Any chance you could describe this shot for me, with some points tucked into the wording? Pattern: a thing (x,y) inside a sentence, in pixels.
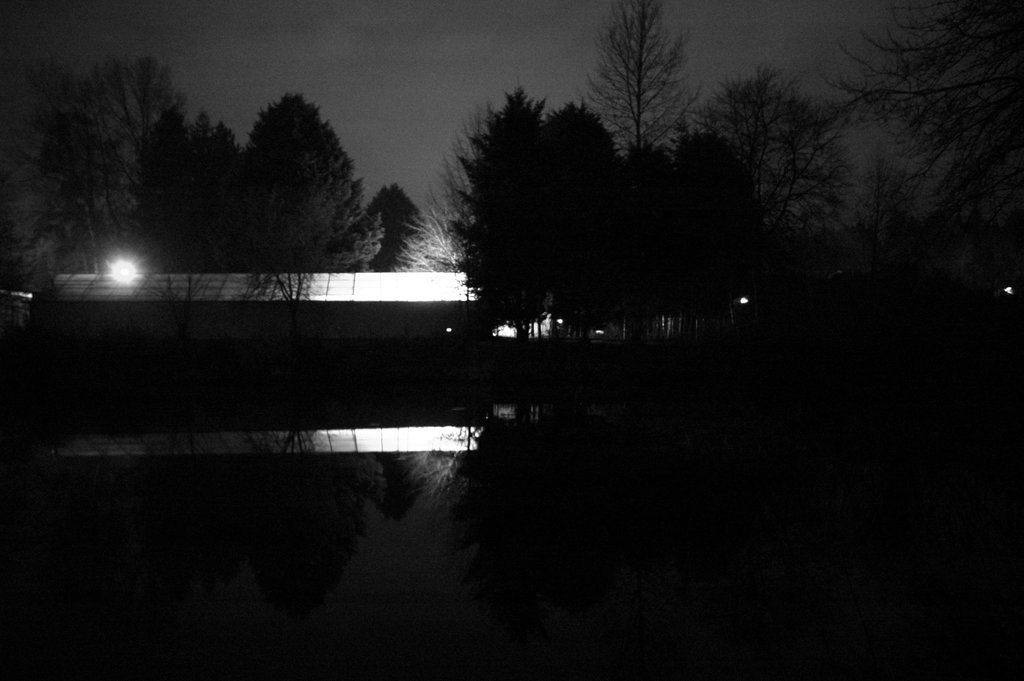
This image is dark and here we can see trees (451,256), lights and sheds (433,276).
